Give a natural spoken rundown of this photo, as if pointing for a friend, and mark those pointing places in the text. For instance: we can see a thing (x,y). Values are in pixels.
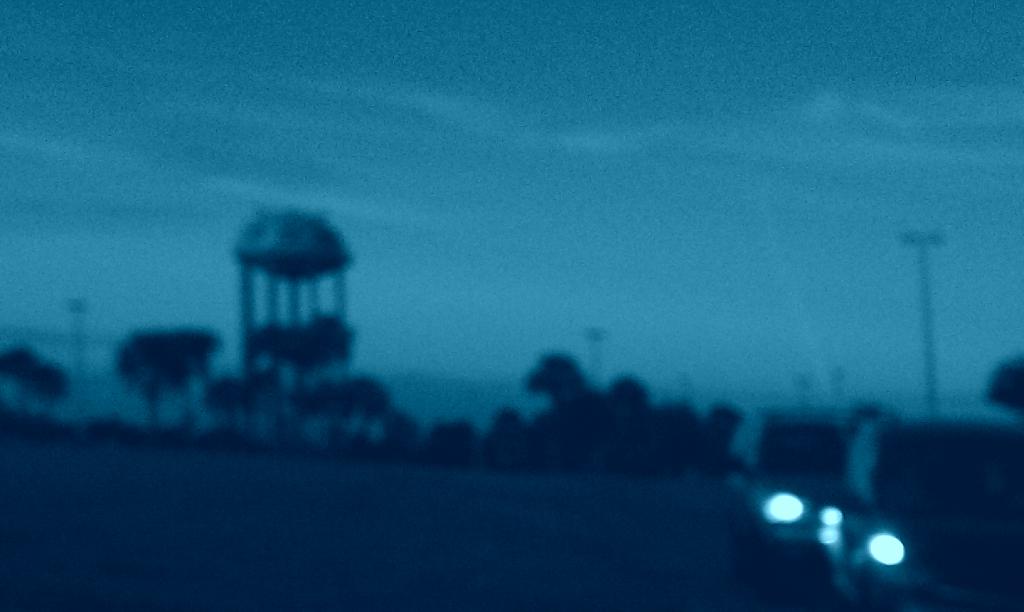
In this image we can see some trees (315,426) in the background (649,442), three objects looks like poles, one object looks like a tower (271,357), some objects (911,452) with lights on the bottom right side of the image (834,525), some objects (947,456) on the ground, it looks like the sky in the background (1012,153), the image is dark and blurred.
